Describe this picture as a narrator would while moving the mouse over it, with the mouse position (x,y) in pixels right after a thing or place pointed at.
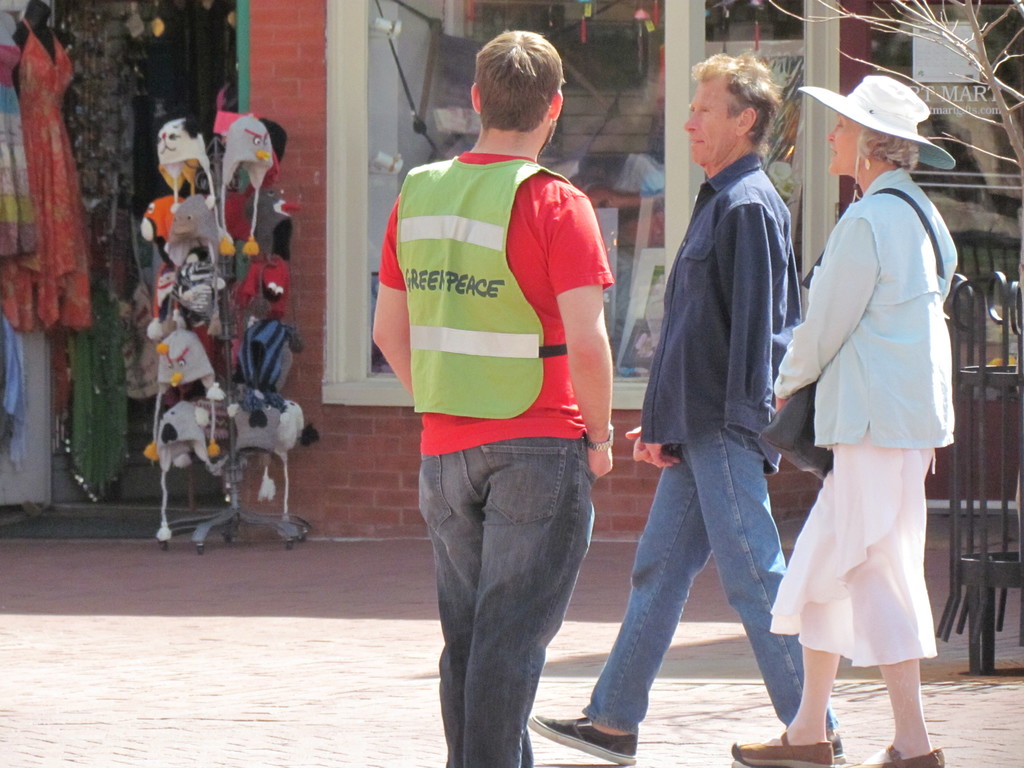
This is an outside view. In the foreground (509,462), I can see a man (498,405) wearing red color t-shirt (560,237), green color jacket (477,284) and standing. On the right side (702,427) I can see a man (697,375) and a woman (856,420) are walking on the road (242,607) towards the left side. At the back of these people (941,360) there is a metal stand (998,378). In the background (429,21) there is a wall (300,53) and window (413,35). On the left side (171,359) I can see some clothes (80,243) and caps (190,201) are hanging to a metal rod (231,294).
